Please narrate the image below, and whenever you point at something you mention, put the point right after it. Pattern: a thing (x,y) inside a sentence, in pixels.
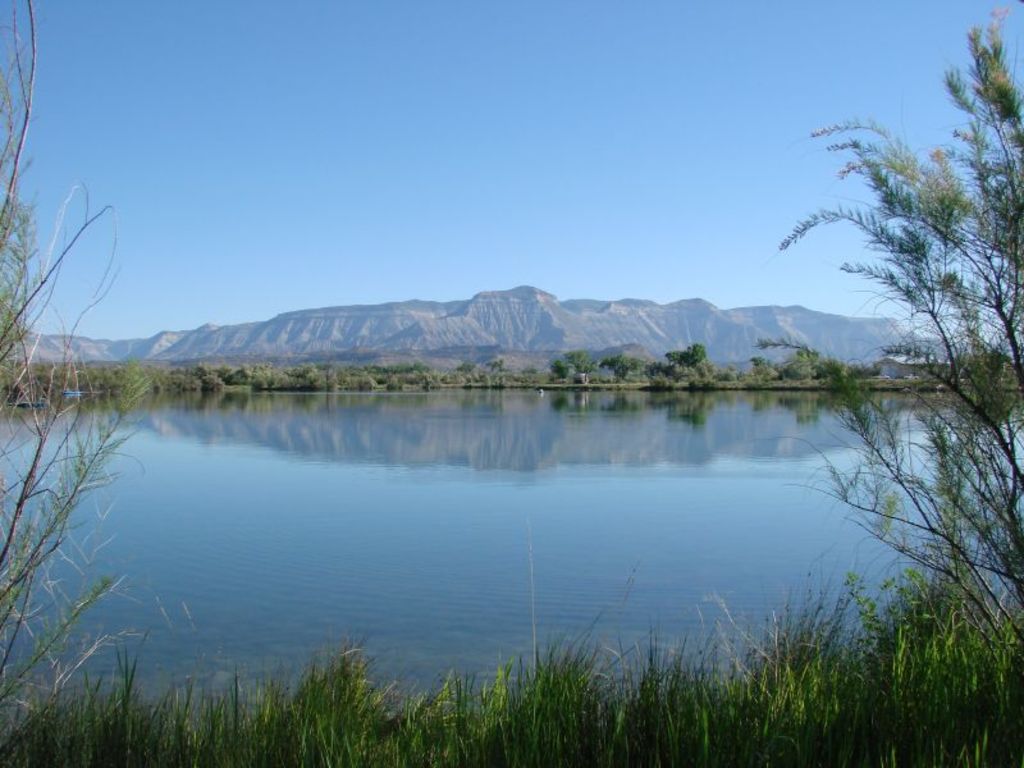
In this image, It looks like a lake (646,423). At the bottom of the image (377,718), I think this is the grass (638,741). At the center of the image (371,370), I can see the trees (559,370) and hills (302,330). At the top of the image (364,133), I can see the sky (463,190).
